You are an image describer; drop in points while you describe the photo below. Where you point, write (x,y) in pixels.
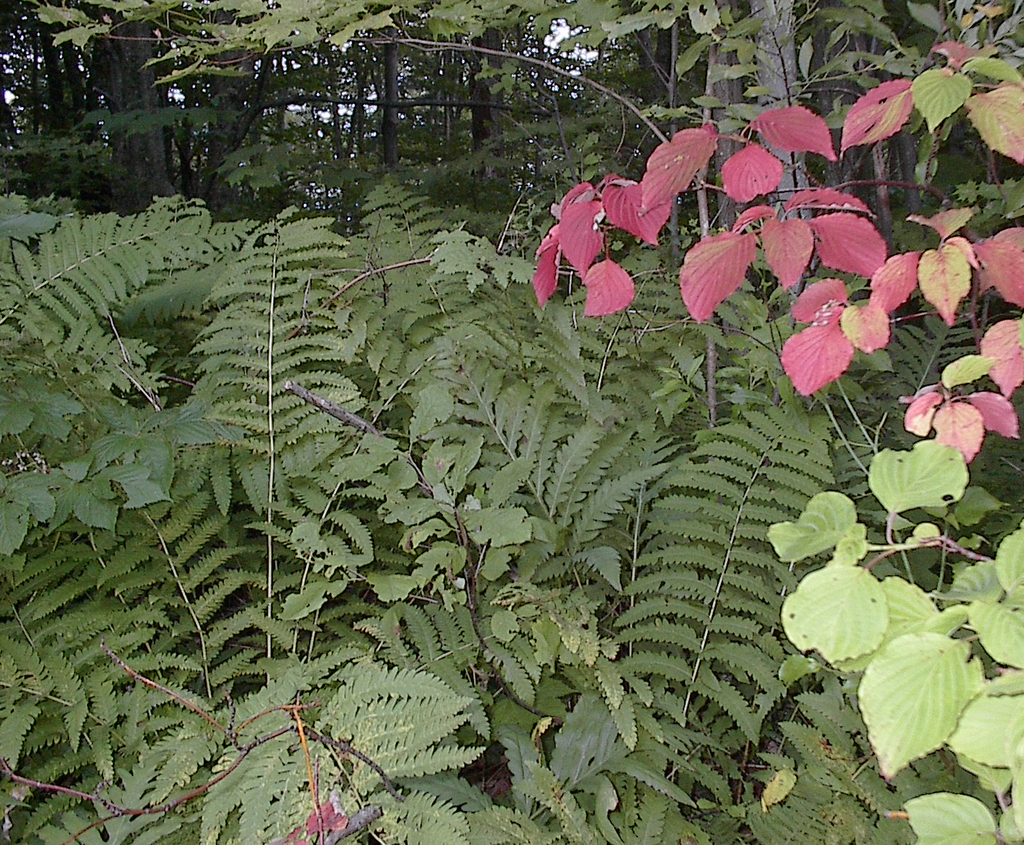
In this image we can see trees (910,478).
